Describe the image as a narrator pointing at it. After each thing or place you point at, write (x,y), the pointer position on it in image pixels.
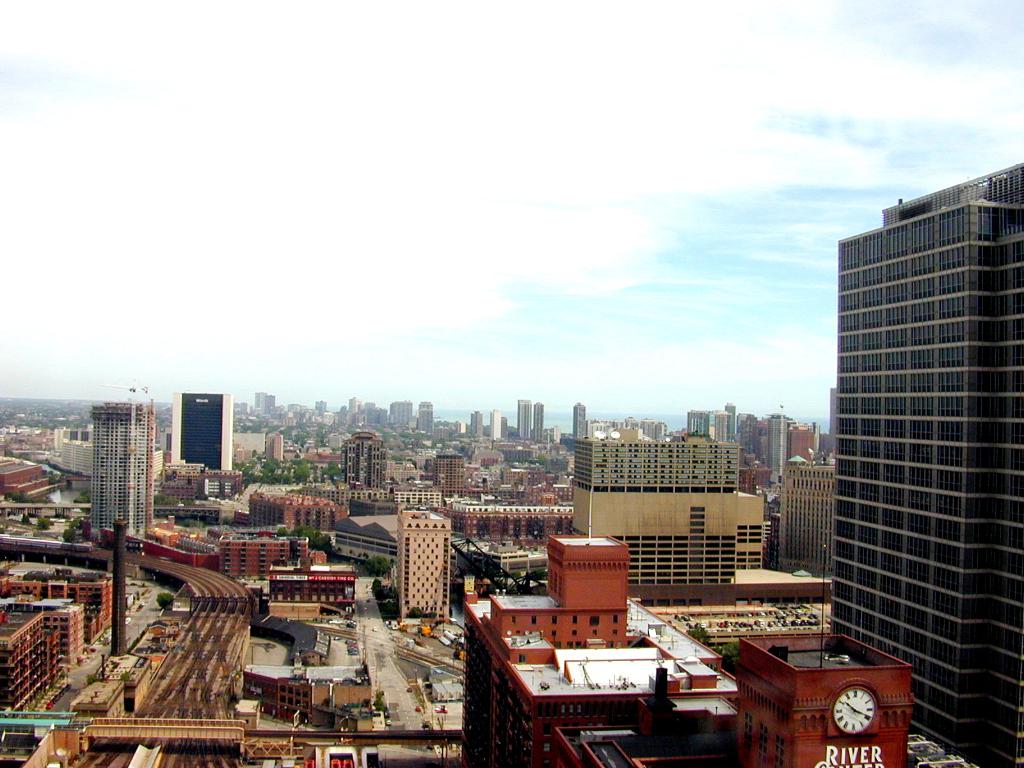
This image consists of many buildings (109,663) and skyscrapers (728,535). At the top (421,207), there are clouds (681,248) in the sky (593,401). And we can see the roads (400,727).
